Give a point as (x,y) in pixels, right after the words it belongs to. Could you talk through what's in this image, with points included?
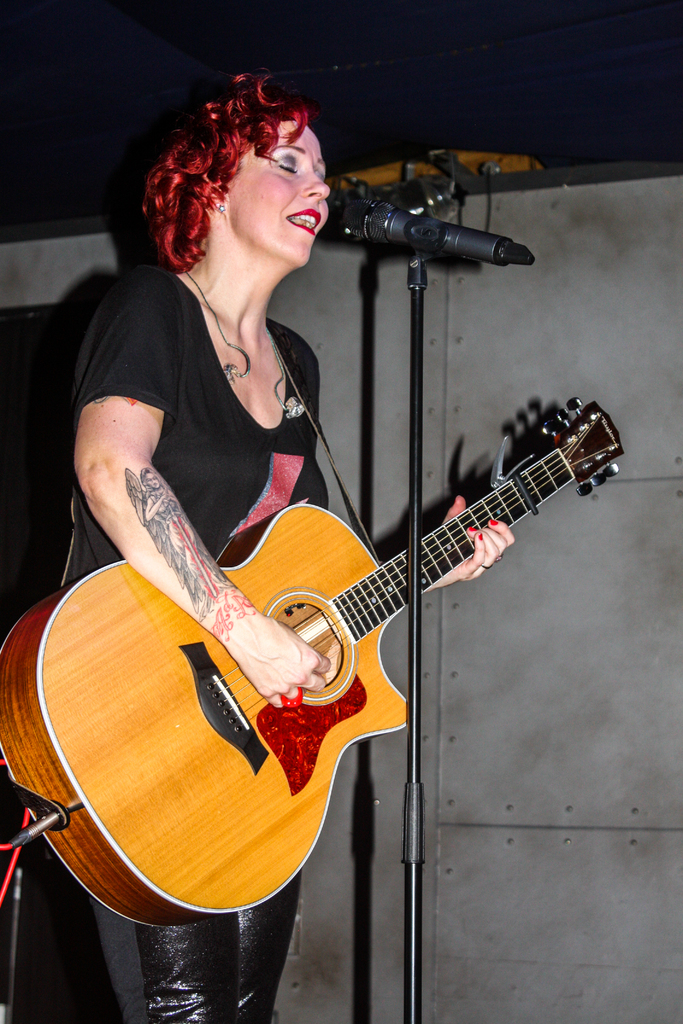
in this image i can see a woman (201,424) wearing black t shirt (208,469), holding a guitar (126,743). in-front of her there is a microphone (405,230) and its stand (410,421).
